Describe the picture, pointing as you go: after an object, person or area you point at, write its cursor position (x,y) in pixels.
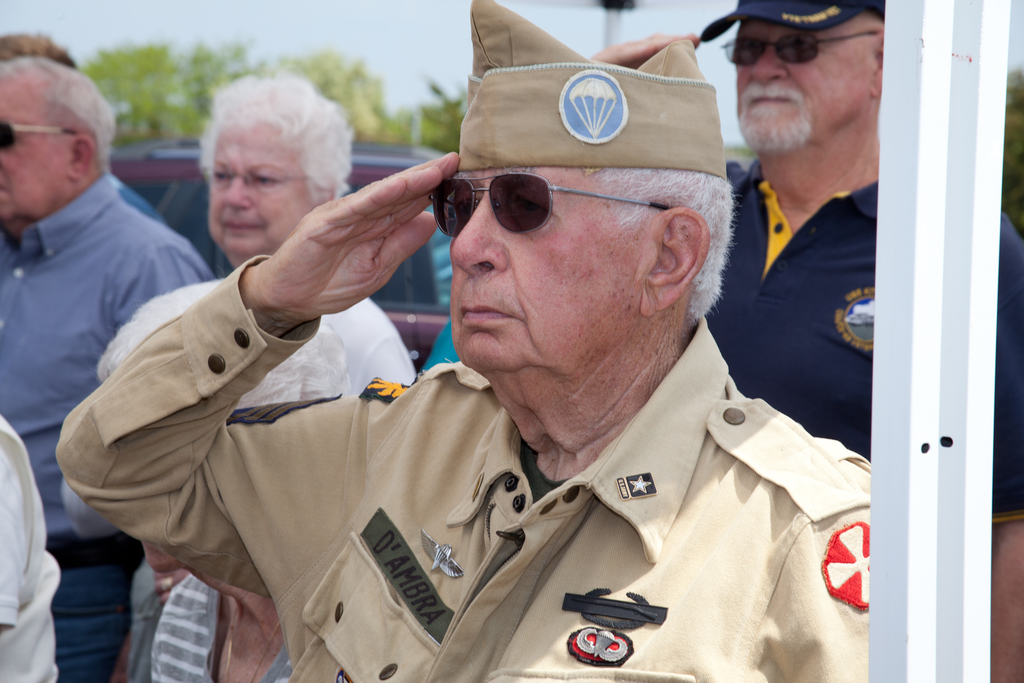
In this picture there is an old man (603,301) who is wearing cap (540,139), spectacle (472,210) and uniform (660,496). Behind him I can see some people (314,201) who are also standing near to the car (419,297). in the background (440,93) I can see many trees (237,78). At the top (378,35) I can see the sky (374,36). On the right (966,141) I can see the white color pole (954,462).
